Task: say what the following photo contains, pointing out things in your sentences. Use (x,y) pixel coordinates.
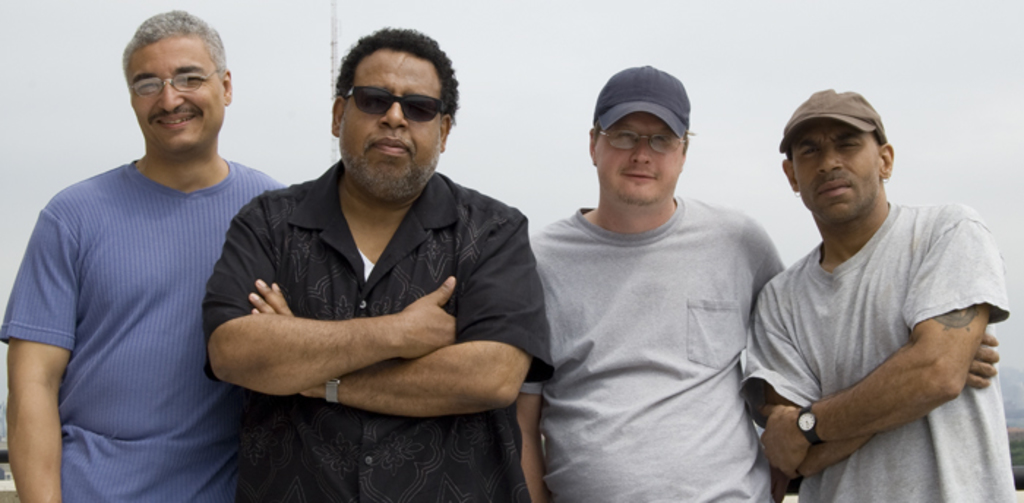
In the picture we can see group of men (384,281) standing together and posing for a photograph.
